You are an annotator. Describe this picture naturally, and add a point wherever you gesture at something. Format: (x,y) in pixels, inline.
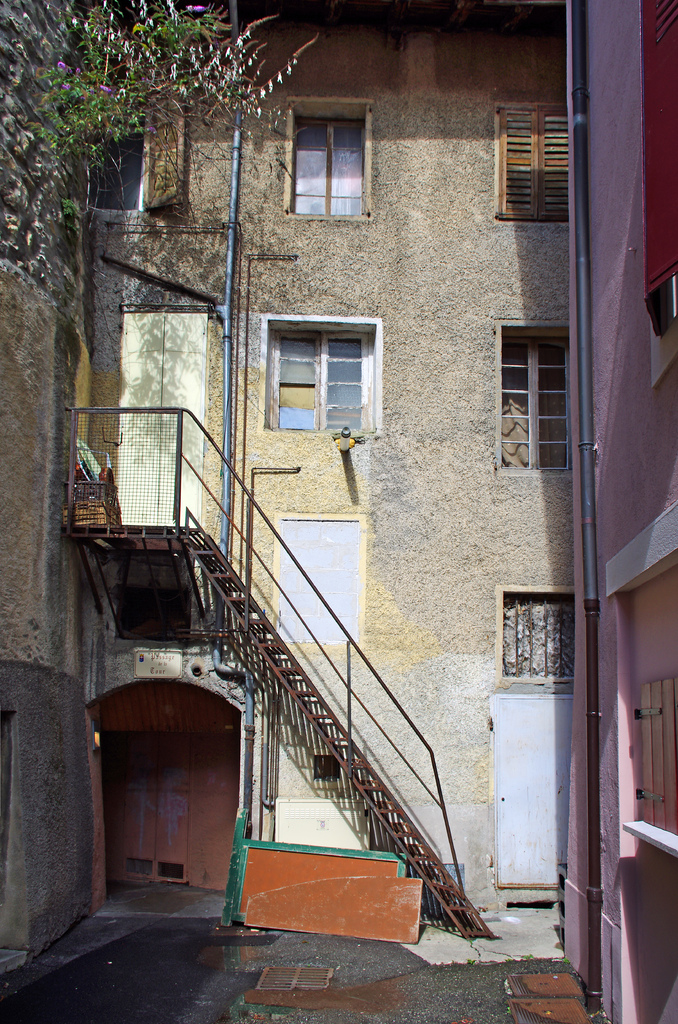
In this image there are buildings (346,289) with glass windows (314,357) and a metal staircase (210,549) and there is a flower plant (126,94) in the building (16,119).
